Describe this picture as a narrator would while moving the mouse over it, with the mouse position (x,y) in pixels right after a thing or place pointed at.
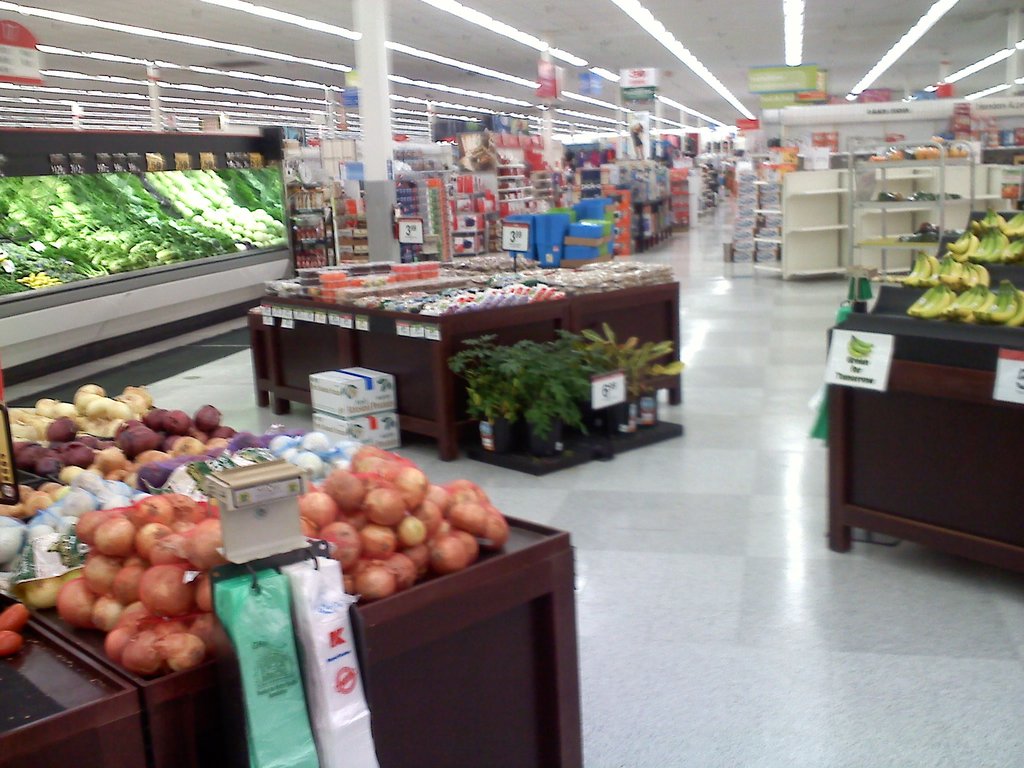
This image is taken in the supermarket (588,112). In this image we can see the fruits (1004,246), covers (321,593), flower pots (597,341), vegetables (63,178), trash bins (542,249) and also some other objects (616,243) arranged in the racks (859,227) and also on the wooden tables (975,332). At the top (537,20) there is ceiling (543,23) with the lights (398,48) and at the bottom (746,569) we can see the floor (801,662).
